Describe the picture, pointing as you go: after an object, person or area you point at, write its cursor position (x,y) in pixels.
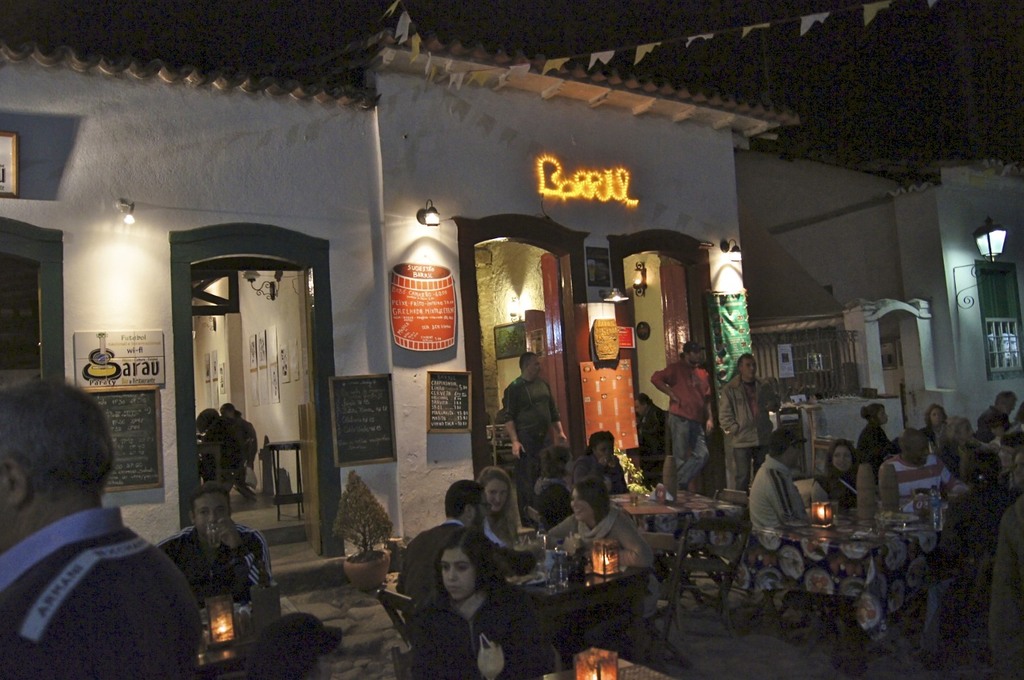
In this picture we can see the boards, lights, posters (287,361). We can see the people (152,658) are sitting on the chairs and few (513,414) are standing. On the tables (543,583) we can see the lanterns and few objects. In this picture we can see the houseplants (357,503). At the top (564,63) we can see the roof tiles (669,92) and the colorful flags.
